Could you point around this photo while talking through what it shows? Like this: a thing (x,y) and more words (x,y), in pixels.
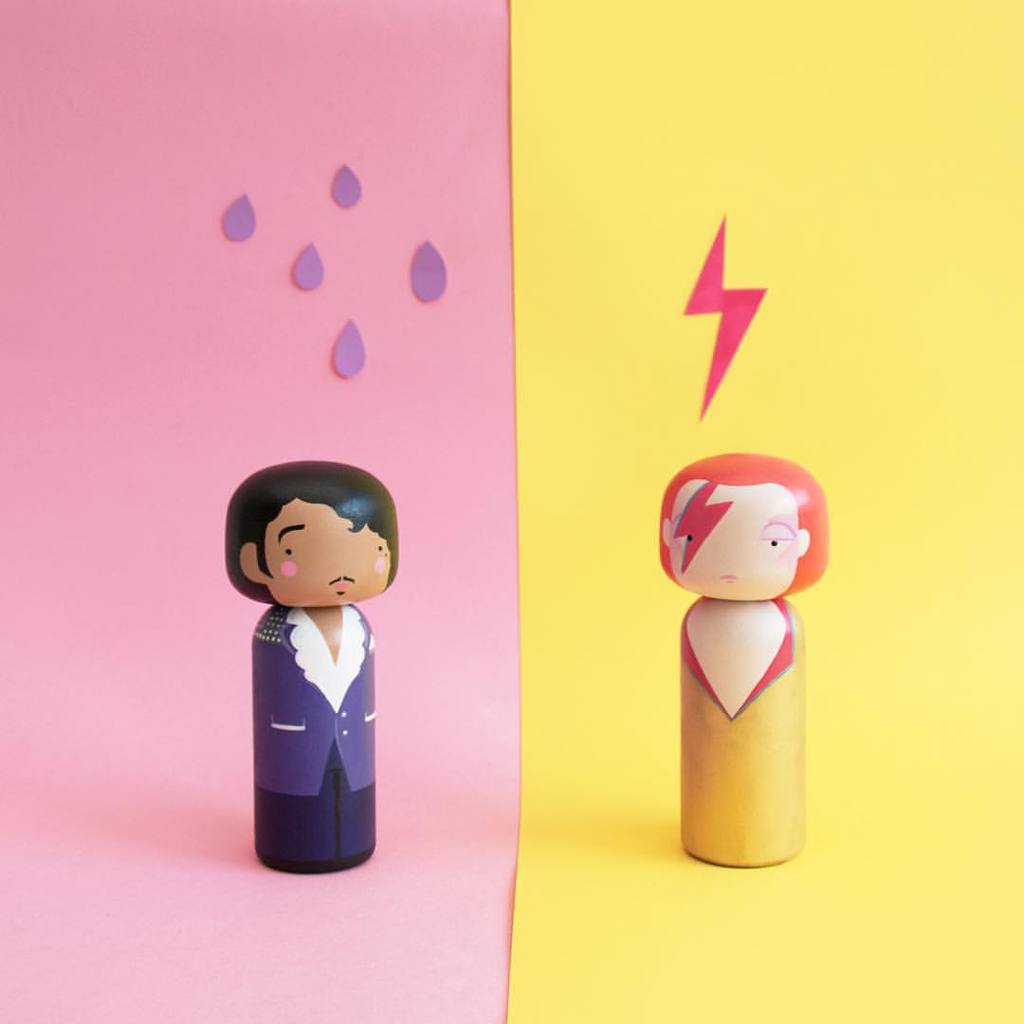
In this image we can see two dolls (296,597) placed on the surface (588,843).
